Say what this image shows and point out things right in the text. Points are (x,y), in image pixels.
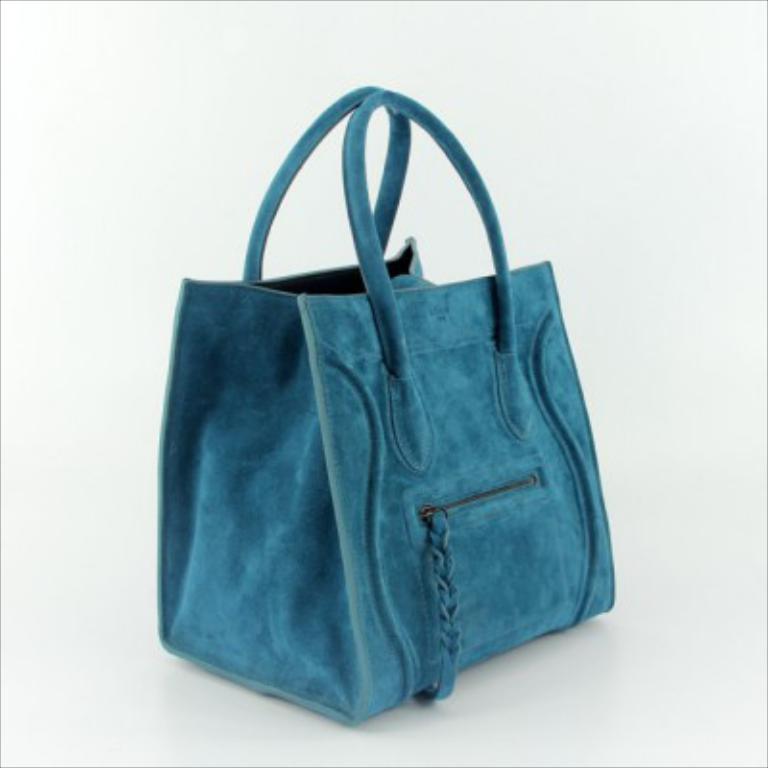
In this image there is a beautiful blue color handbag (403,512).
